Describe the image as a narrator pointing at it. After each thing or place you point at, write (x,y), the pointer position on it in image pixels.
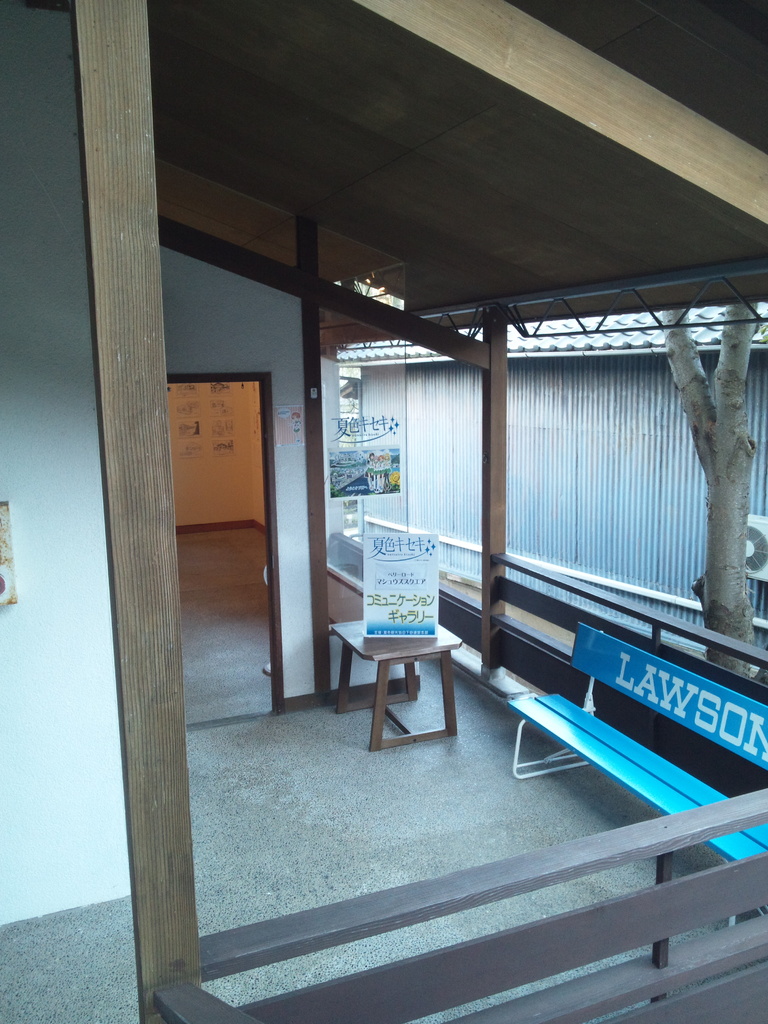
In this image we can see a house (312,551) with the door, fence (671,744), bench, table (426,648) with the text board (381,553) and also the wooden roof (421,236). We can also see a tree (701,424), building wall (666,485) and also an air conditioner (755,565) on the right (765,525).
